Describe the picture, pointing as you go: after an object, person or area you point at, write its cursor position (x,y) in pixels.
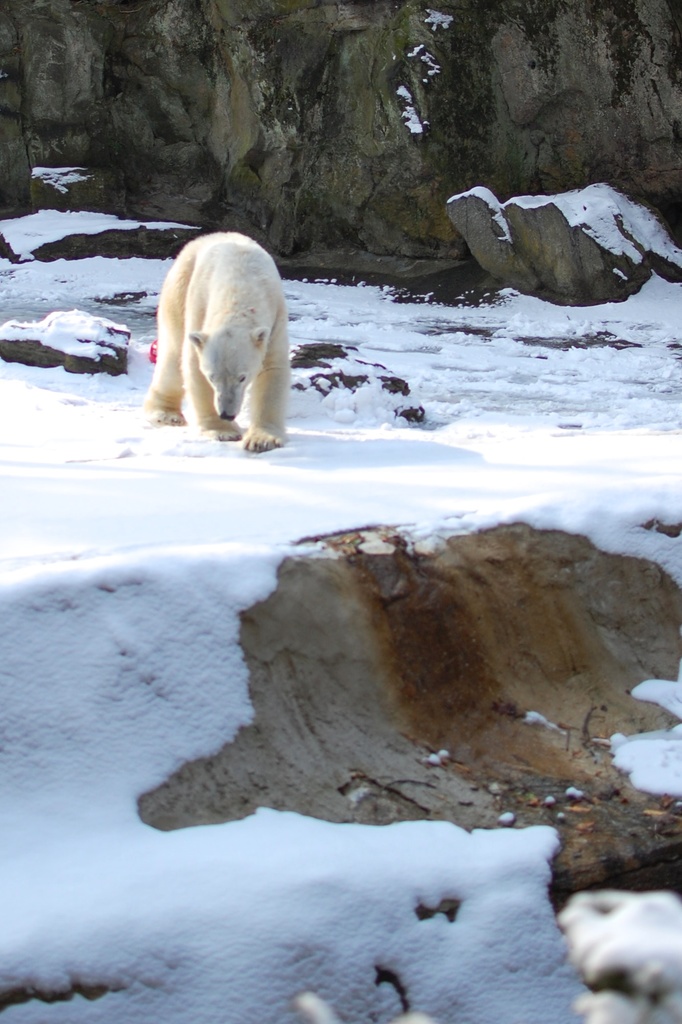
This picture is clicked outside. In the foreground (494,500) we can see there is a lot of snow (282,506). In the center (268,414) there is a bear (232,309) seems to be walking on the ground (232,482). In the background (495,27) we can see the rocks (310,56).
